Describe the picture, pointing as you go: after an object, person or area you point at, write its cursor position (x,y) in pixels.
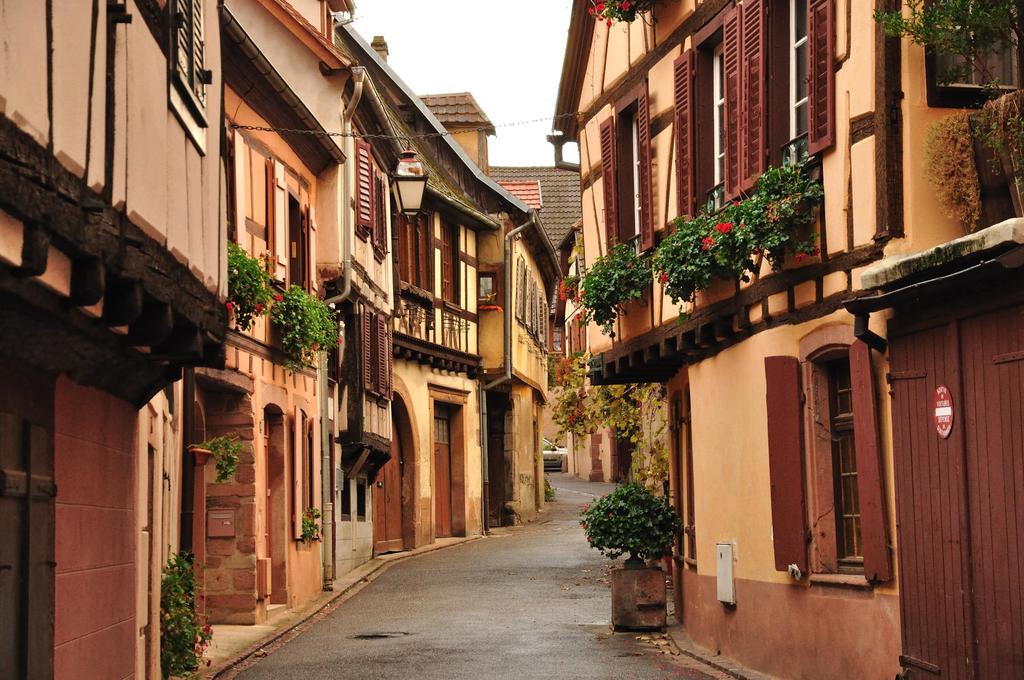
In this picture we can see the road (578,519), car (554,446), houseplants (741,261), buildings (792,267) with windows (804,569) and in the background (496,34) we can see the sky (483,73).
